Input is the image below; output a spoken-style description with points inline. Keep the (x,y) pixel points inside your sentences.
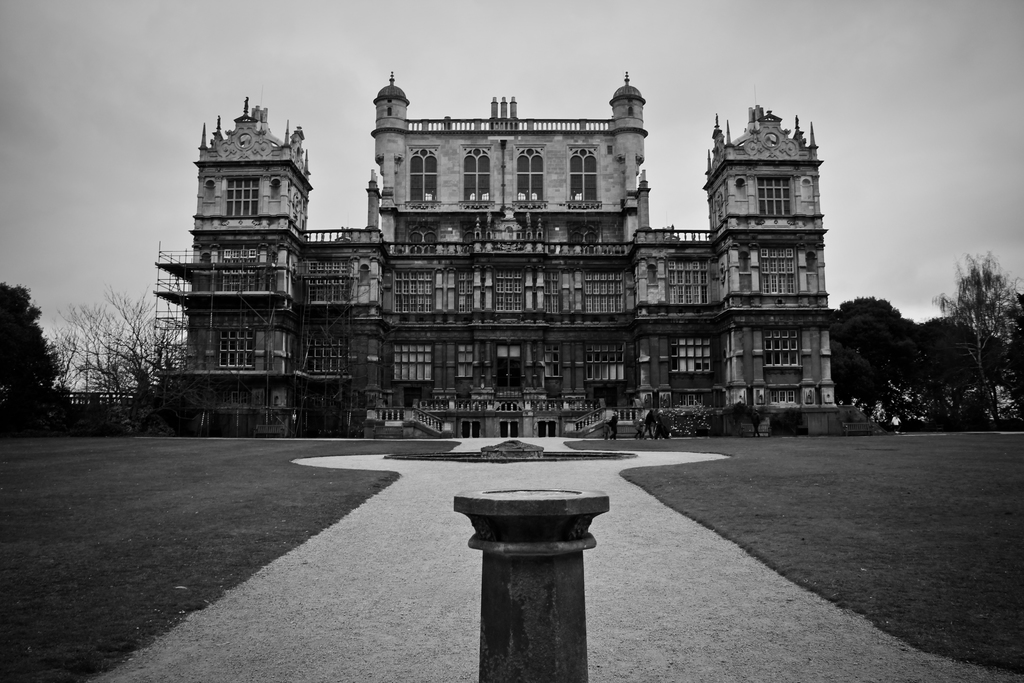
In the center of the image (418,398) there is a building (520,296). At the bottom (429,527) we can see a road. In the background (63,328) there are trees (954,360) and sky (561,72).
